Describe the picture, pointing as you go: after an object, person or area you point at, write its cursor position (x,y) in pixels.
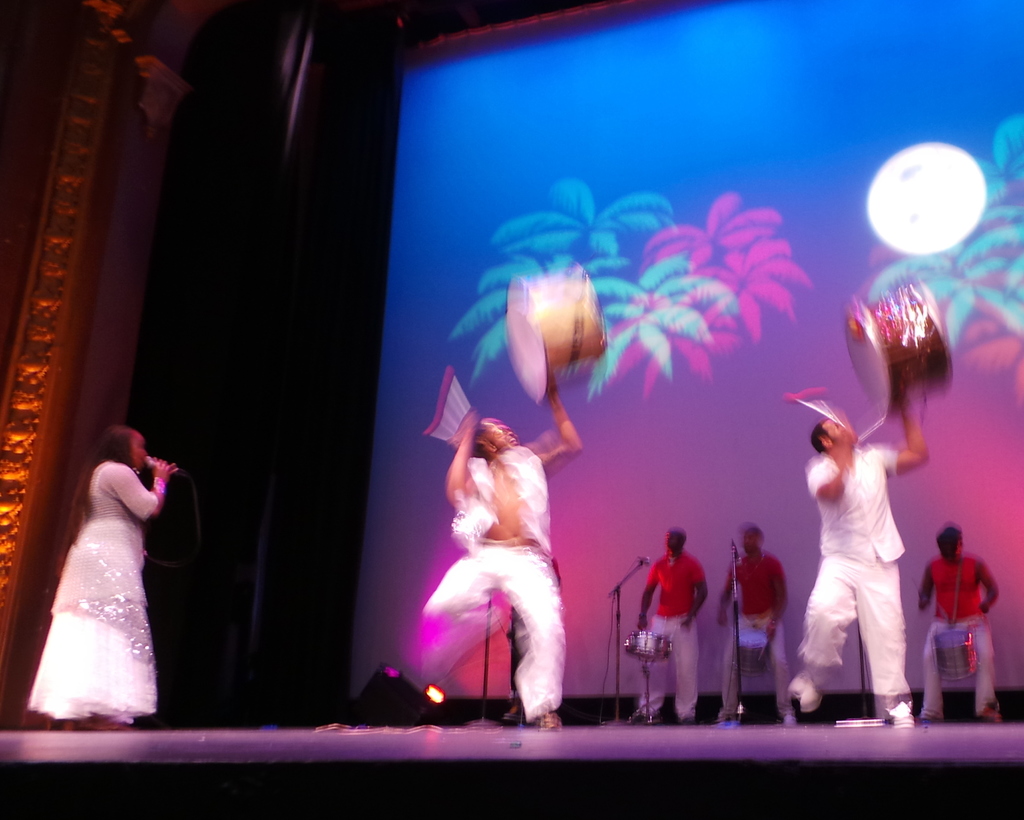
In the picture I can see two men (837,662) standing on the stage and they are playing the drums (547,304) with drumsticks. There is a woman (164,468) on the left side (73,699) and she is singing on a microphone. In the background (695,600), I can see three men (763,605). They are playing the drums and looks like they are singing on a microphone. I can see a screen (731,281) in the background (920,224).
